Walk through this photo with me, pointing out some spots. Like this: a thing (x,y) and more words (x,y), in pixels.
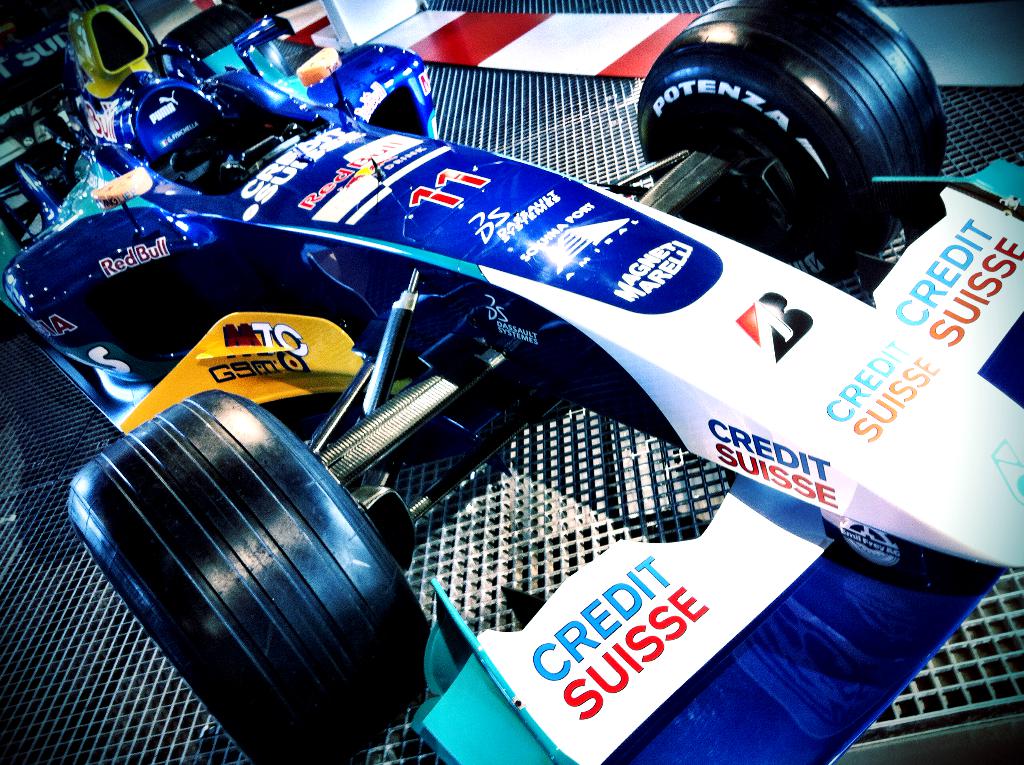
In the image in the center (663,334), we can see one sports vehicle (538,400). On the vehicle (635,293), we can see something written on it and a few other objects (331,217).
